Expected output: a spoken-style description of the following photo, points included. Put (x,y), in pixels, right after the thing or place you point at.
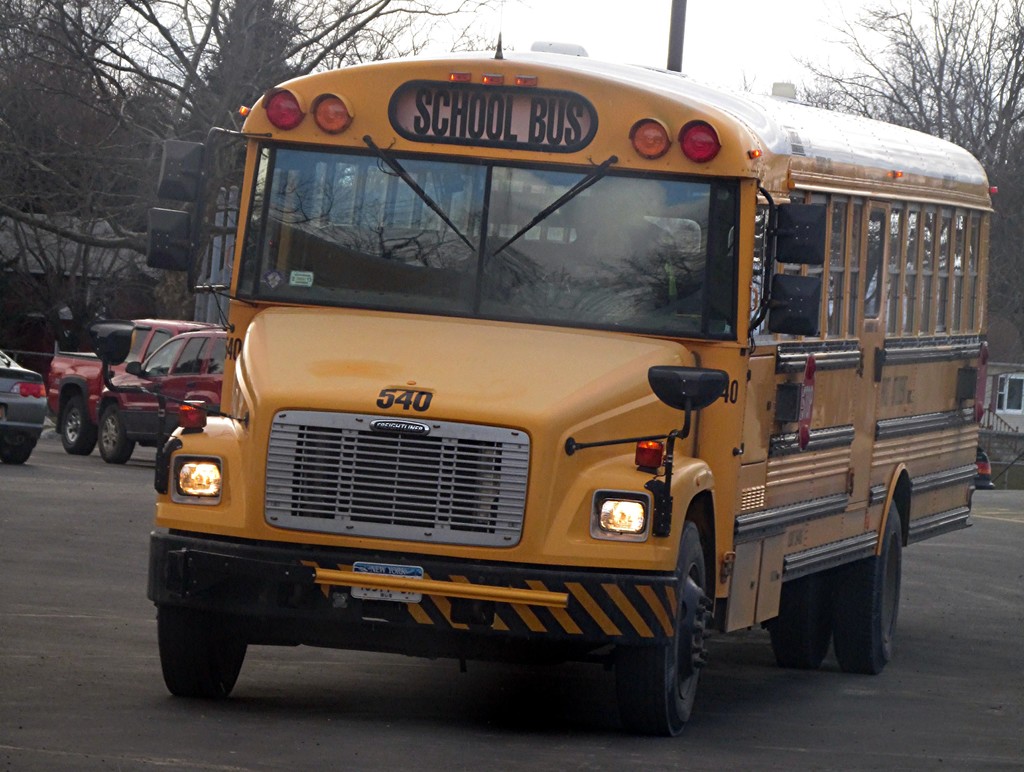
In this image in the foreground (391,341) there is one bus (752,436) and in the background (92,407) there are some vehicles (92,407), trees (850,85) and buildings (0,236). At the bottom (826,670) there is road (944,584) and in the background (678,28) there is pole (673,26).
